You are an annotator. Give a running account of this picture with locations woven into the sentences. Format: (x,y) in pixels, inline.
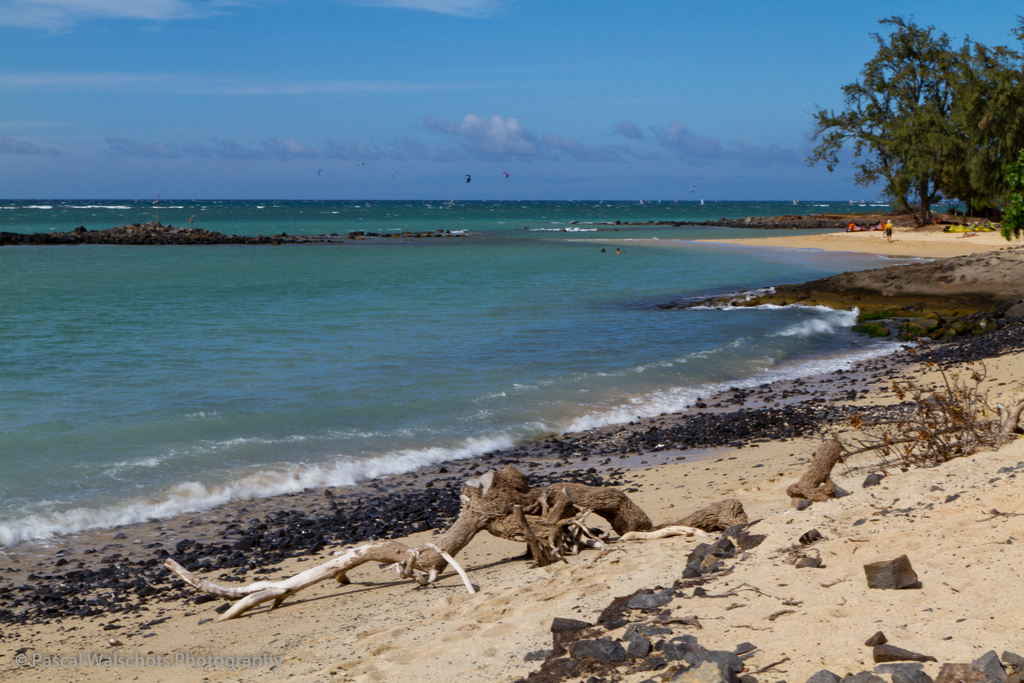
In this picture there is a person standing on the sand (870,242). On the right side of the image (879,145) there is a tree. At the top (510,33) there is sky (537,41) and there are clouds (397,157) and there are parachutes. At the bottom (138,458) there is water (243,373). In the foreground (727,492) there are tree branches (726,502) and there are stones (603,679) on the sand (363,619). At the bottom left (81,659) there is text (123,659).
